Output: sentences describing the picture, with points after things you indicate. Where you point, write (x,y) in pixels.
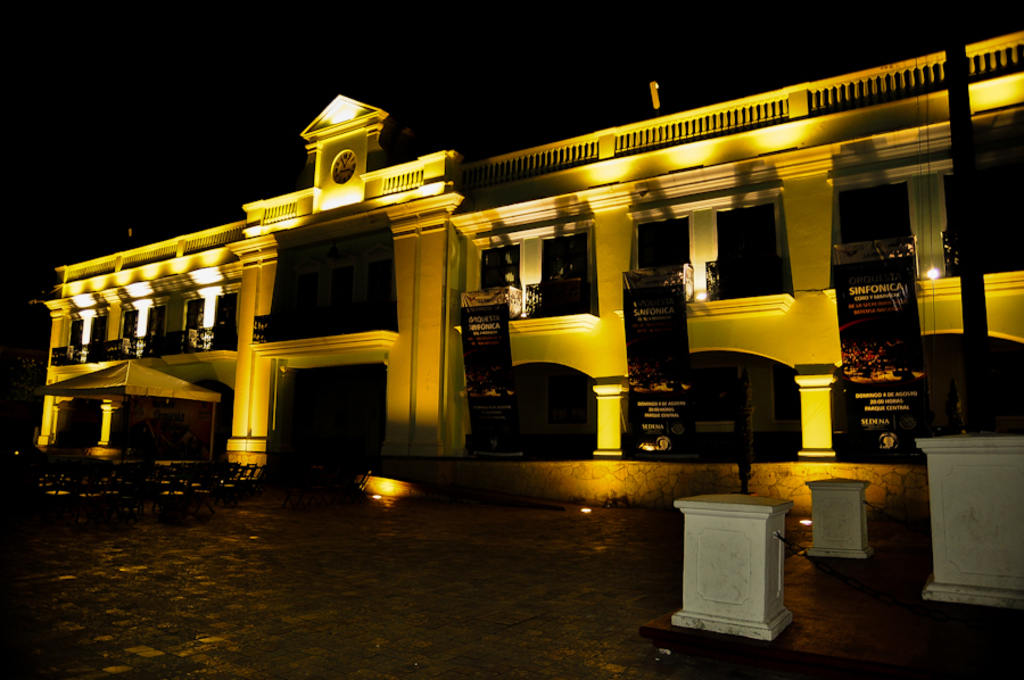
This image is taken outdoors. At the top of the image (307,97) there is the sky (587,69). The sky (503,88) is dark. At the bottom of the image (414,604) there is a floor (309,551). In the middle of the image (587,282) there is a building (555,324) with walls (781,329), windows (652,262), pillars (399,379), a door (367,409), railings (610,154), a clock (348,163) and a roof (170,260). There are a few banners (489,353) with text (479,339) on them and there are a few lights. On the right side of the image (994,496) there are three stones (941,475) on the ground (845,639).
